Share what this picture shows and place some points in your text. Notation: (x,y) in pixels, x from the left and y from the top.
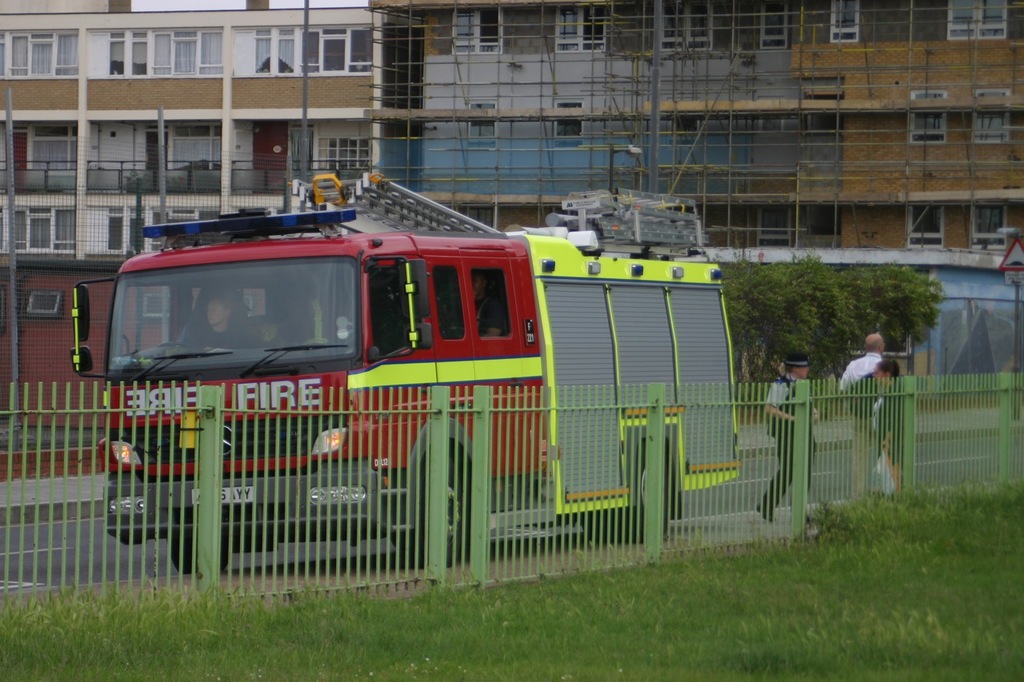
In this picture we can see some people (235,323) sitting in the fire engine (426,323) and near the rear of the fire engine (644,341) there are some people (854,388) walking, fence (775,473) and grass (723,597). Behind the fire engine (482,362) there are trees (770,292), poles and a pole (1018,315) with a signboard (1013,251). Behind the trees (789,288) there are buildings (433,122).
